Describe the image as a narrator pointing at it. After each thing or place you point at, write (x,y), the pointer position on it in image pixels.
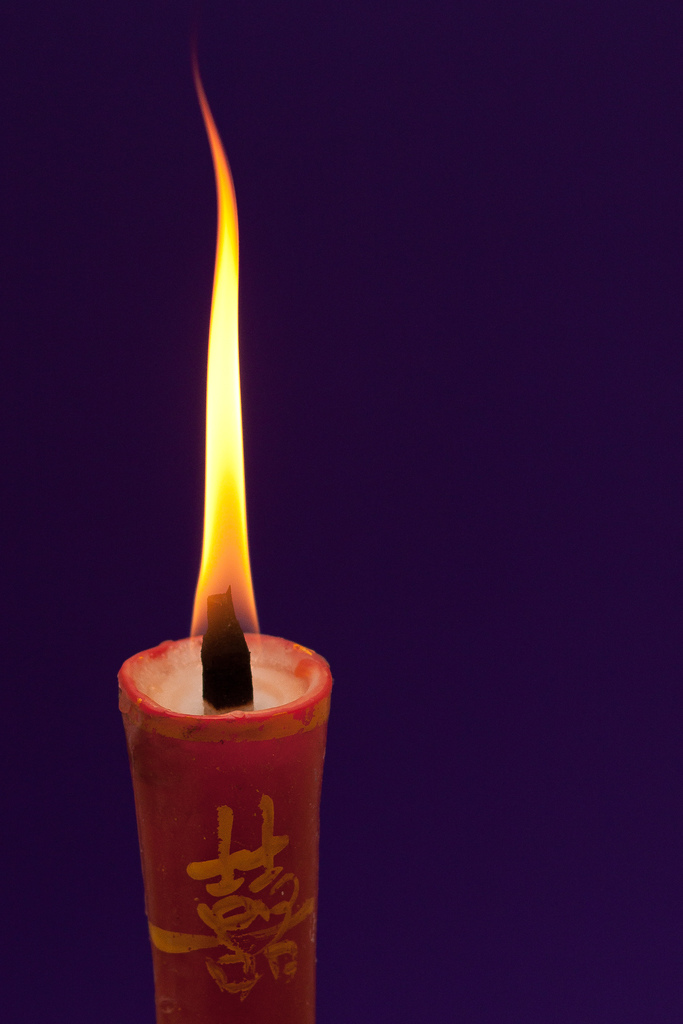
In this image I can see a candle (232,784) which is red in color and a flame (226,303) on it which is orange and yellow in color. I can see the purple colored background (524,584).
